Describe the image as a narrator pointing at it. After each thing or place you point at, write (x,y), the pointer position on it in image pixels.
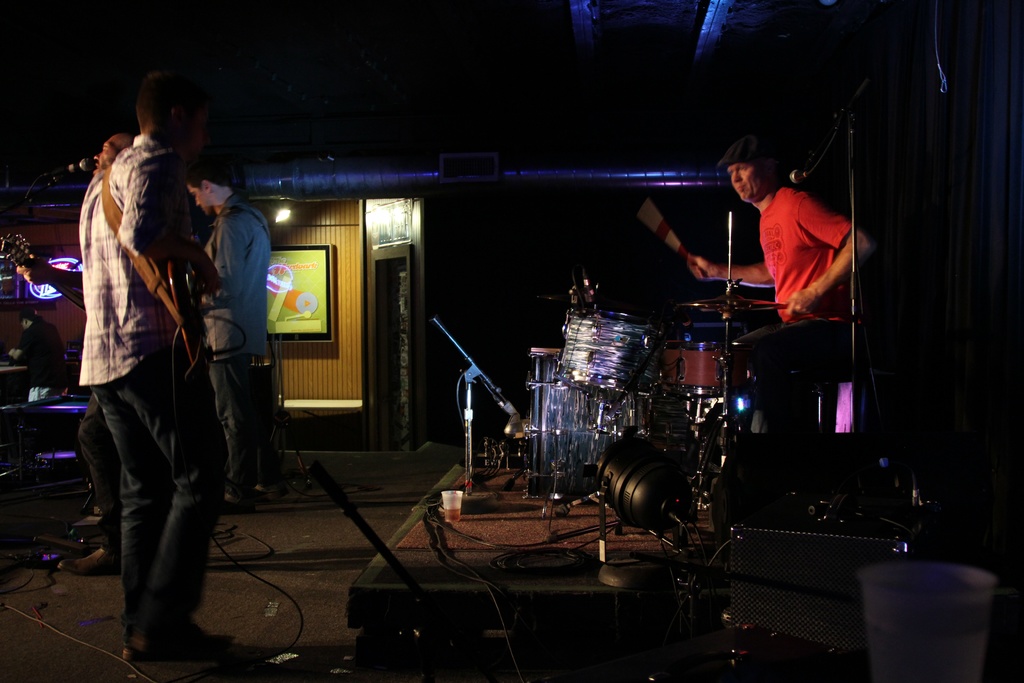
A person (156,317) is standing and playing guitar (178,293). A person (782,276) wearing red t shirt (782,268) is playing drums (639,349). Another person (260,325) is standing in the background (247,340). There is a cup (456,502) on the stage (436,535). In the background (277,233) there are some lights (288,217) and a wall (334,304). And on the wall (339,272) there is a television (293,285).
